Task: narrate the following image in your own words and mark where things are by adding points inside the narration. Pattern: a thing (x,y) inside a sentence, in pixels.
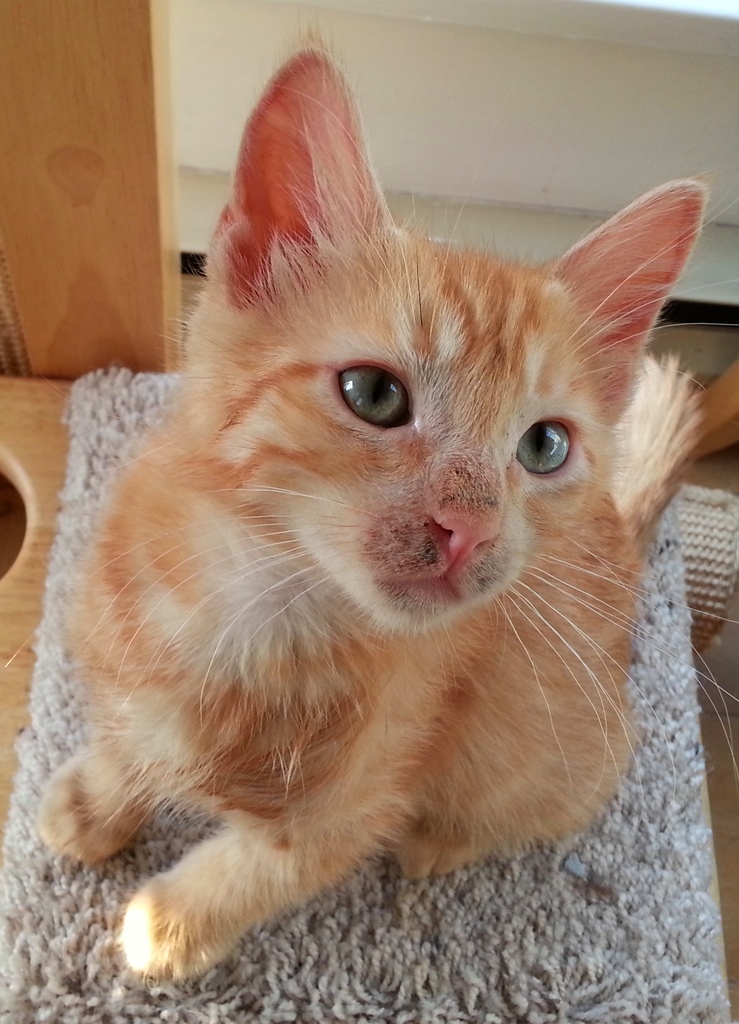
In this image we can see a cat (244,808) on the mat (119,404), which is on the table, in the background (119,333), we can see the wall (536,97) and also we can see a wooden object (102,120).
